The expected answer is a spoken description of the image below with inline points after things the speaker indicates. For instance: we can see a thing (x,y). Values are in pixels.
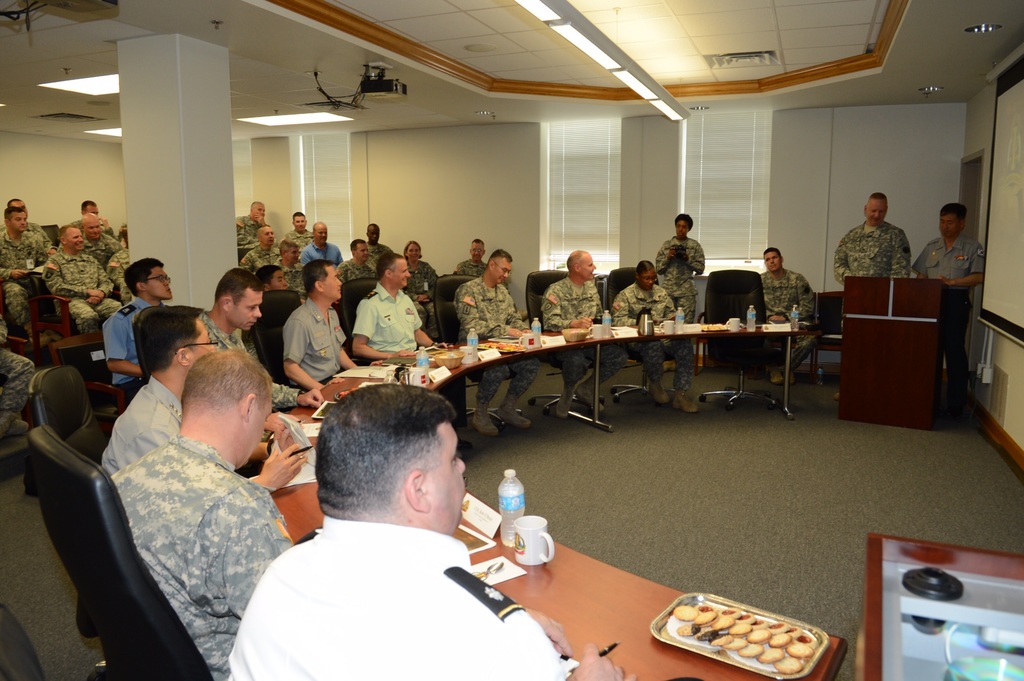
In this image I can see people (354,642) where few of them standing and rest all are sitting on chairs (148,610). I can also see all of them are wearing uniforms (231,481). Here on this table (534,566) I can see number of water bottles (510,469), cups (550,548), biscuits (710,616) and few papers (507,569). I can also see a projector machine (403,84) and its screen (1013,211).
